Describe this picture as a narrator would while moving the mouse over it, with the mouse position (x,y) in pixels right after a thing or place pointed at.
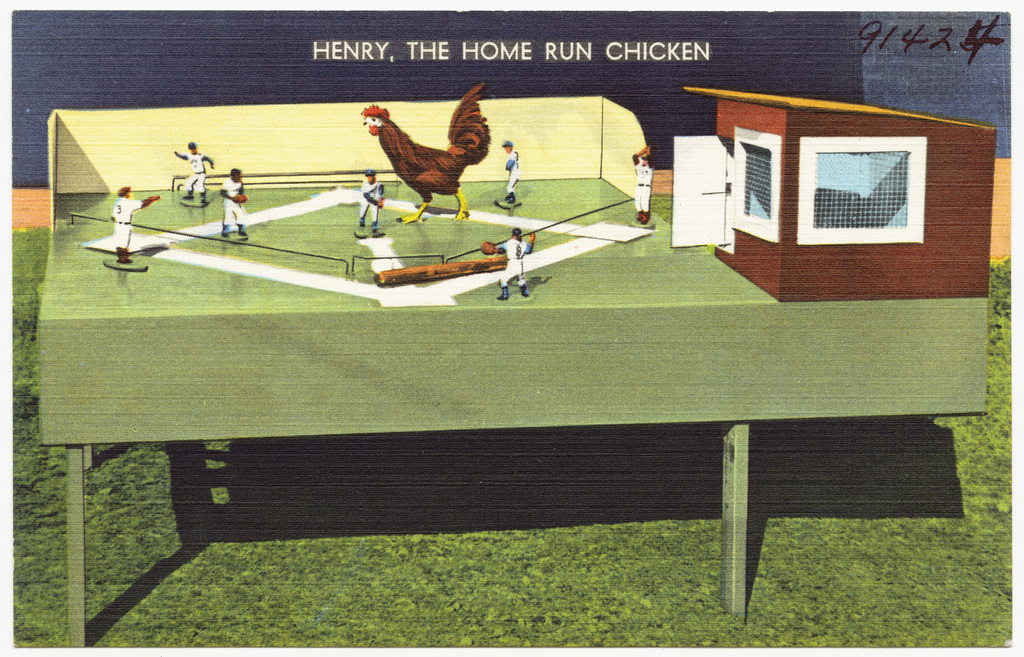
In this image there is a table (570,339). On the right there is a shed (808,206). In the center (503,249) there are people (187,158) playing a game and there is a hen (417,184). In the background (288,66) there is a wall (389,69) and we can see text (336,59). At the bottom (538,591) there is grass (871,546).
